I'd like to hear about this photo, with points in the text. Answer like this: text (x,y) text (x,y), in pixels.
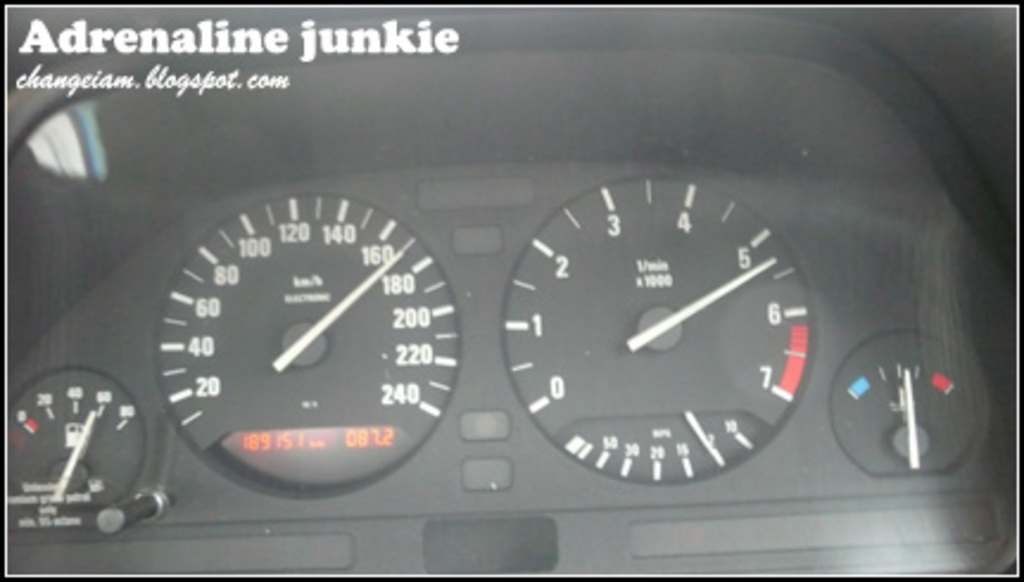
As we can see in the image there is a speedometer (365,240).
